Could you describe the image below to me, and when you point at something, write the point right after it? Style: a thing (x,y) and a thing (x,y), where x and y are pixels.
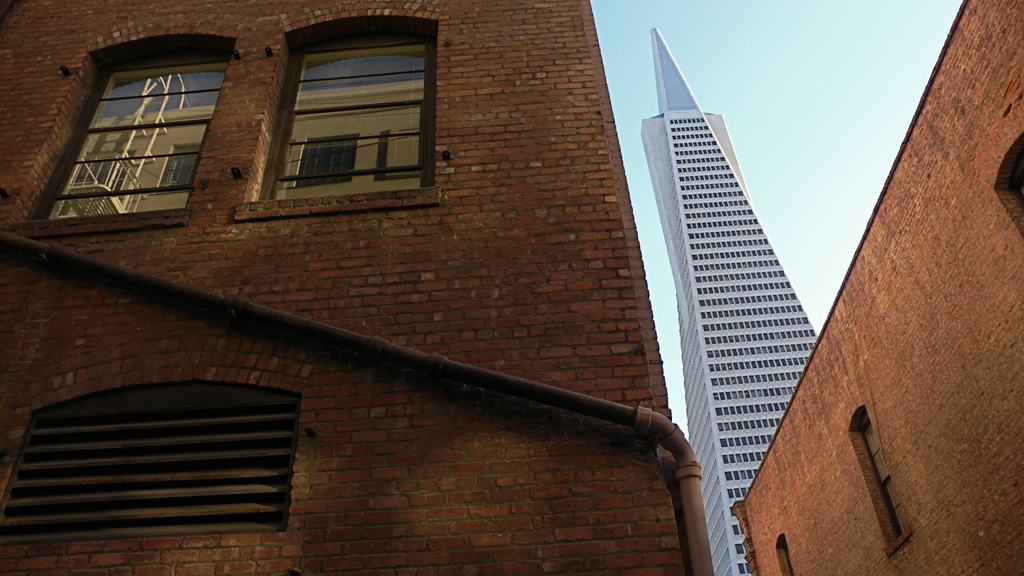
In this picture we can see buildings (781,370), pipe (606,418) and windows (313,158). In the background of the image (794,69) we can see sky (775,77).
